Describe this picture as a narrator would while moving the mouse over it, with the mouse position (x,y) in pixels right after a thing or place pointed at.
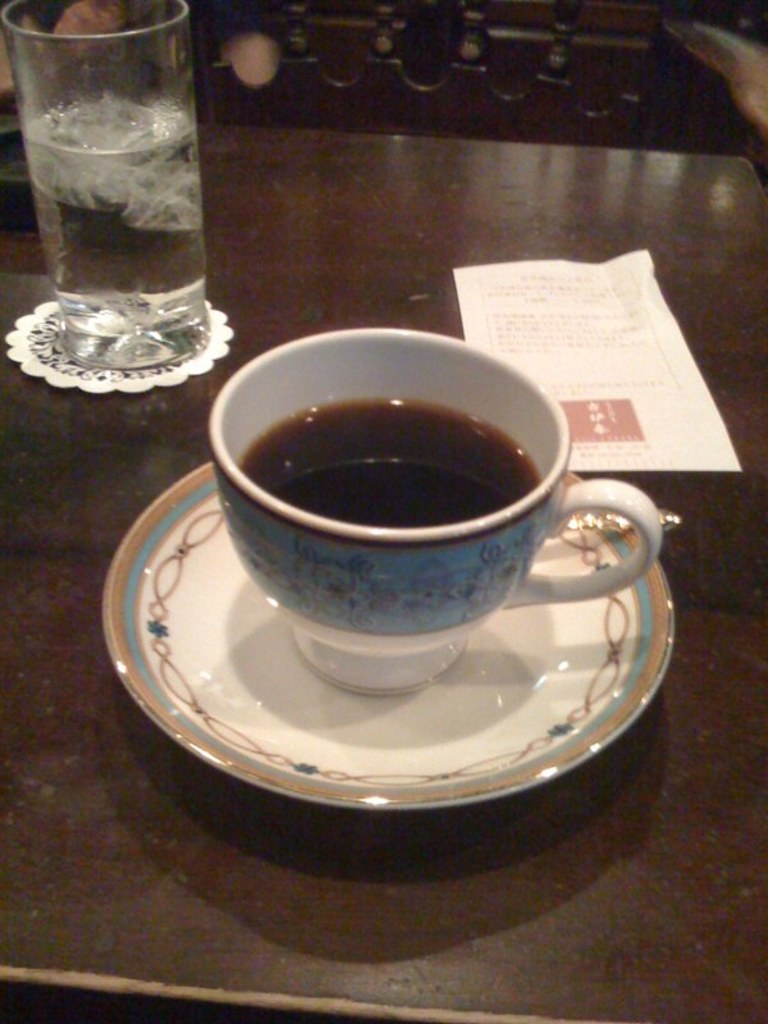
In this image we can see a cup (378,602) with liquid (397,464), saucer (540,754), paper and other objects (173,257) on the surface (153,818). In the background of the image (533,90) there are wooden objects (492,65).
